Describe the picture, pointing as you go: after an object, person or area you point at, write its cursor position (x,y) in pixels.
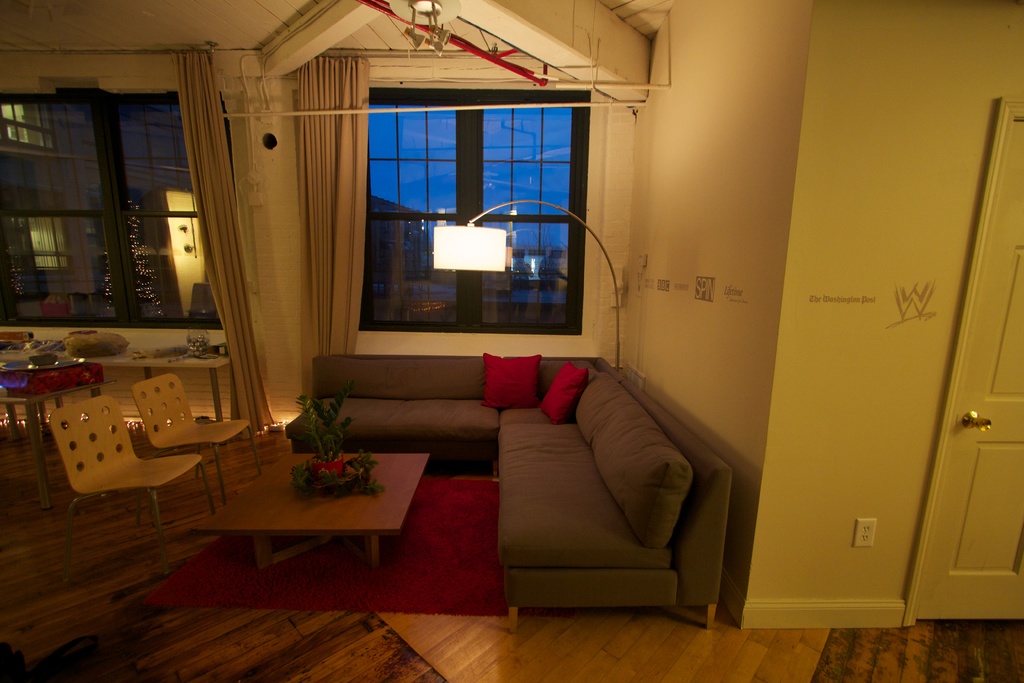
The image is taken in the room (798,425). In the center of the image (391,449) there is a sofa (378,411). There is a table (249,530) and there are chairs (149,434). There is a decor (328,472) placed on the table (331,496). On the right (985,528) there is a door (983,505). At the bottom (440,592) there is a mat (353,593) placed on the floor (181,619). There is a lamp (472,226). In the background (447,217) we can see windows (383,179) and curtains (321,180).
